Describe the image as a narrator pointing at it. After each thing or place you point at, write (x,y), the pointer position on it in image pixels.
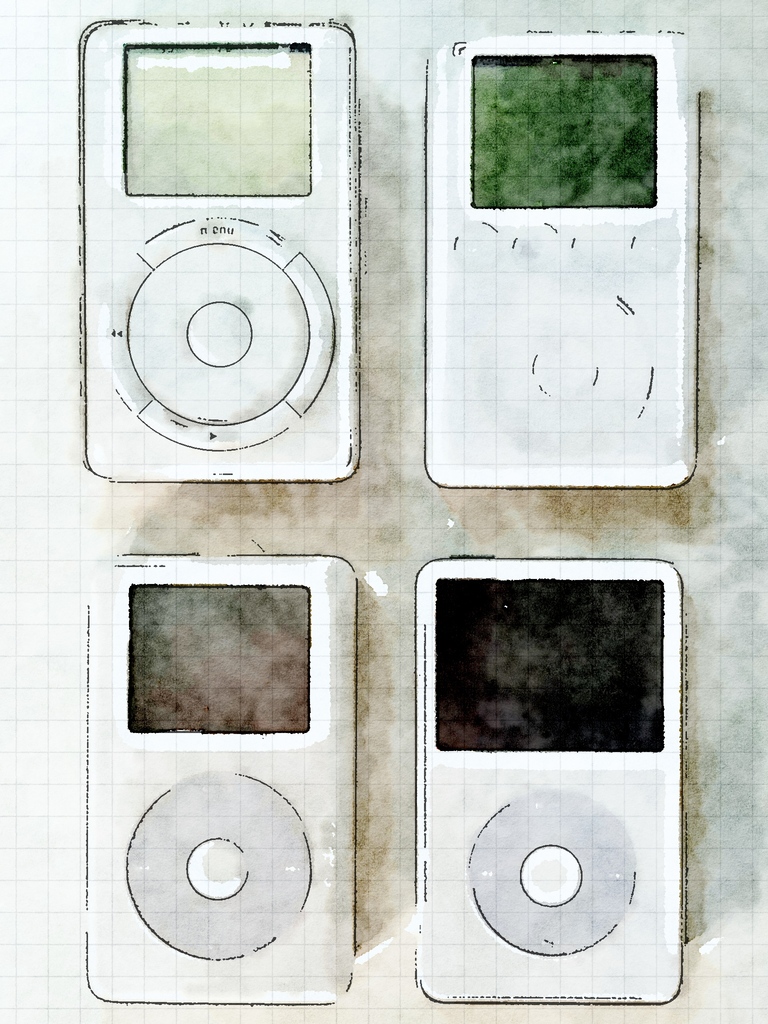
In the picture there are four different images of ipods (421,757).
